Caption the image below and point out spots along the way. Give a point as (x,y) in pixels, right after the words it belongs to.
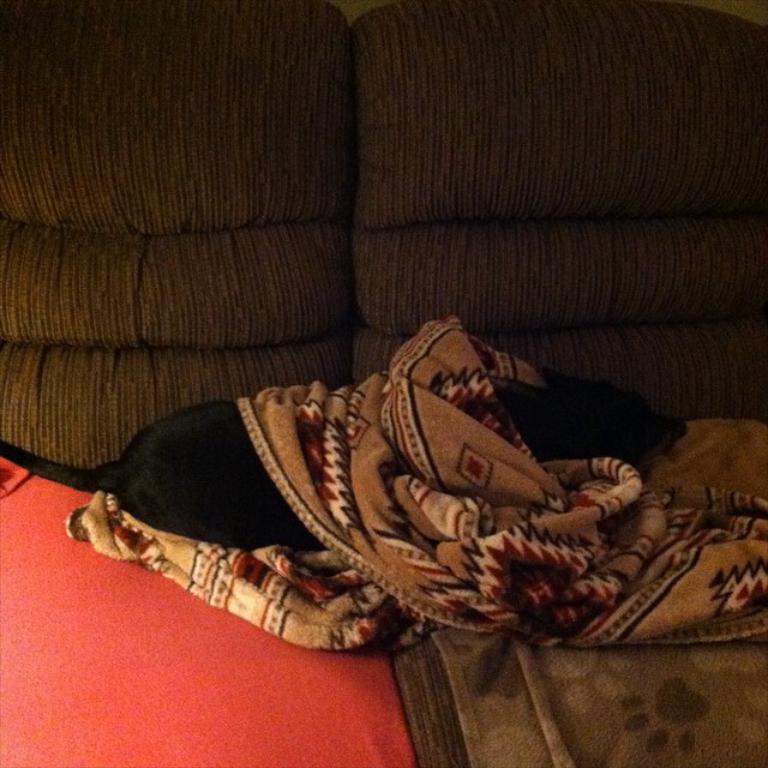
In this image, we can see a dog (194,412) lying on the sofa (161,371) and we can see bed sheets (455,555).
